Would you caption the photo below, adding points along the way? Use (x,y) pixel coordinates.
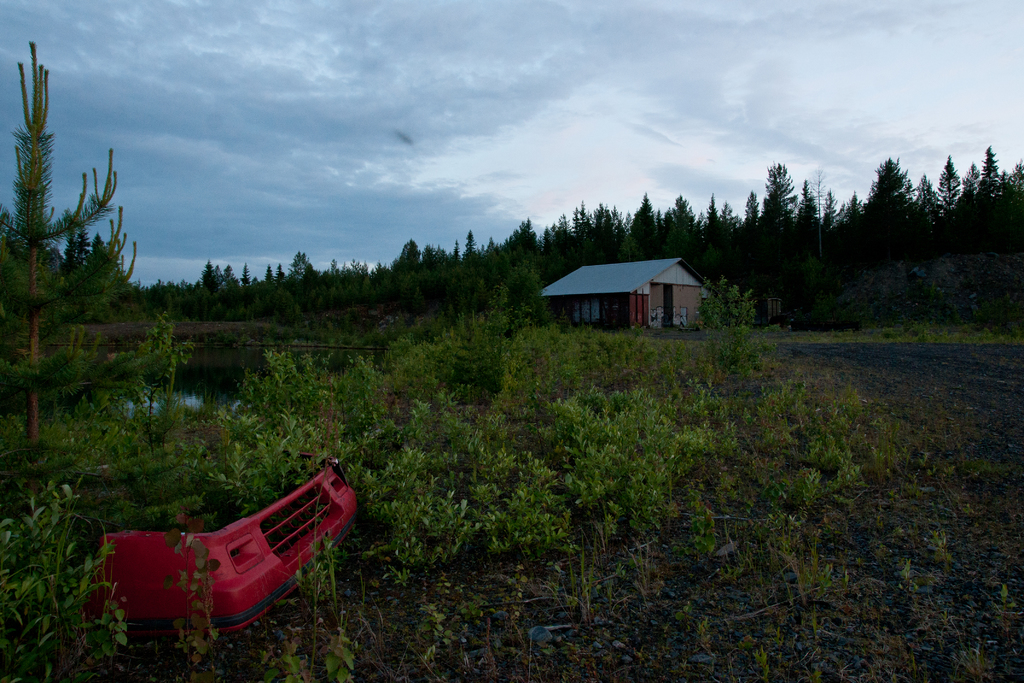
In this image I see the plants (366,452) and I see the red color thing (247,525) over here and I see the water (222,384) over here. In the background (470,286) I see a house (589,302) and I see the trees (634,232) and I see the sky (566,145) which is cloudy.
